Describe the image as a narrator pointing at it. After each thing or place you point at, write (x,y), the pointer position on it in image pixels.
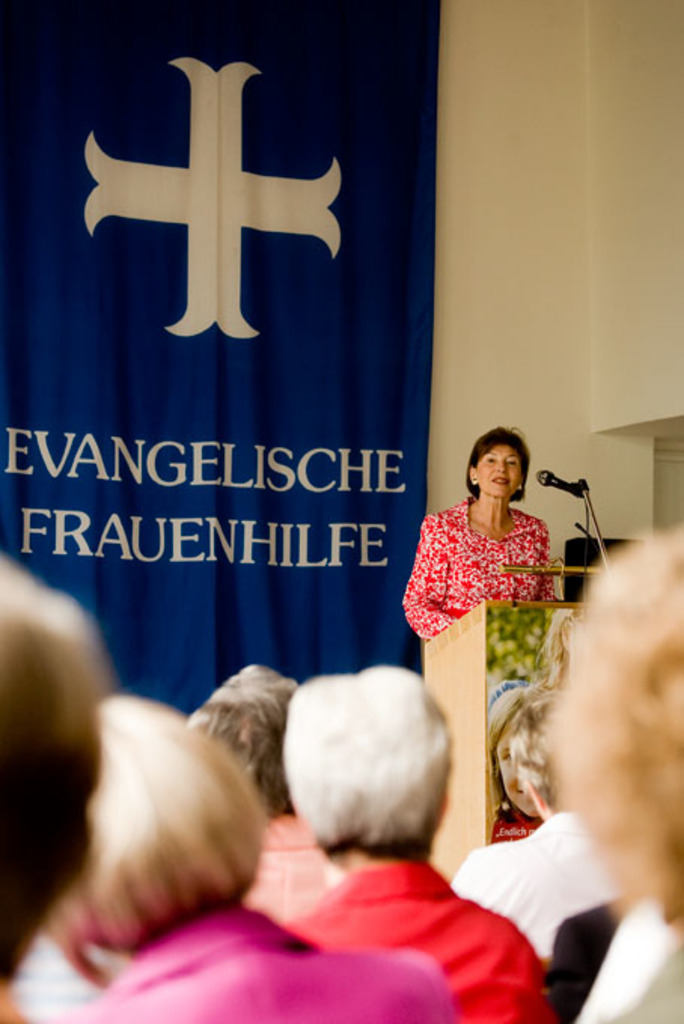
In the front (98,770) there are many people (404,882). On the right side (457,579) there is a lady (428,577) standing. In front of her there is a podium (445,649). Near to the podium (428,662) there is a mic (580,494) with mic stand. In the back (545,205) there is a wall (462,132) with banner (294,159).
